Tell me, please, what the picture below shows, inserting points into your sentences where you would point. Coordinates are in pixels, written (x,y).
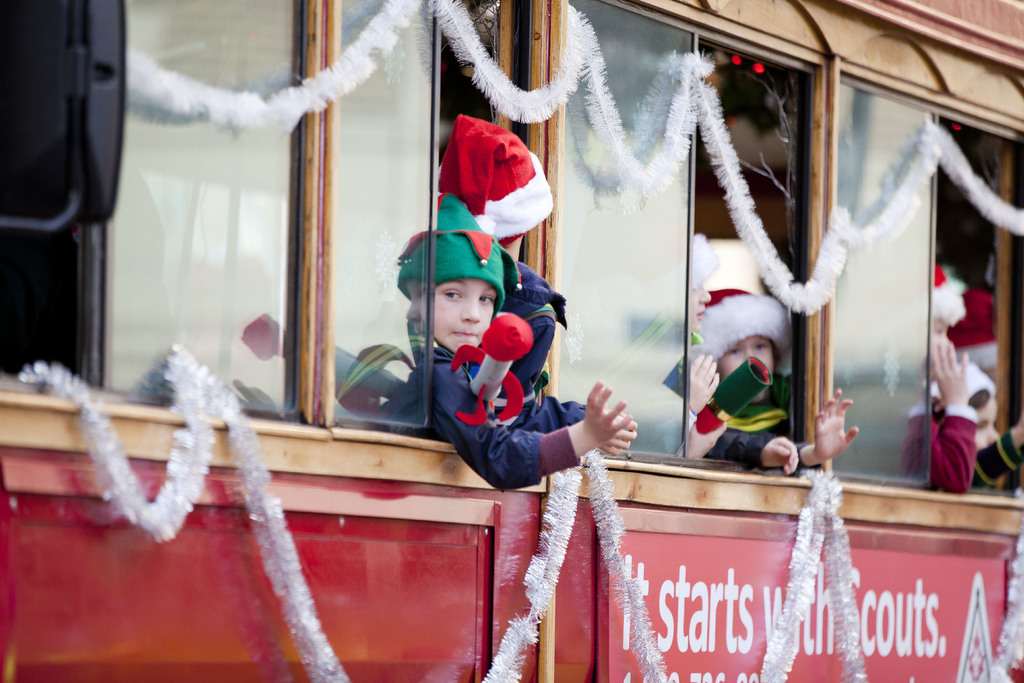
This image is taken outdoors. In this image there is a bus (683,505) with windows (157,322) and a side mirror (69,106). There are a few kids (526,281) in the bus (901,416). There are a few decorative items (604,538) on the bus (1001,600). There is a text (745,595) on the bus (856,603).
